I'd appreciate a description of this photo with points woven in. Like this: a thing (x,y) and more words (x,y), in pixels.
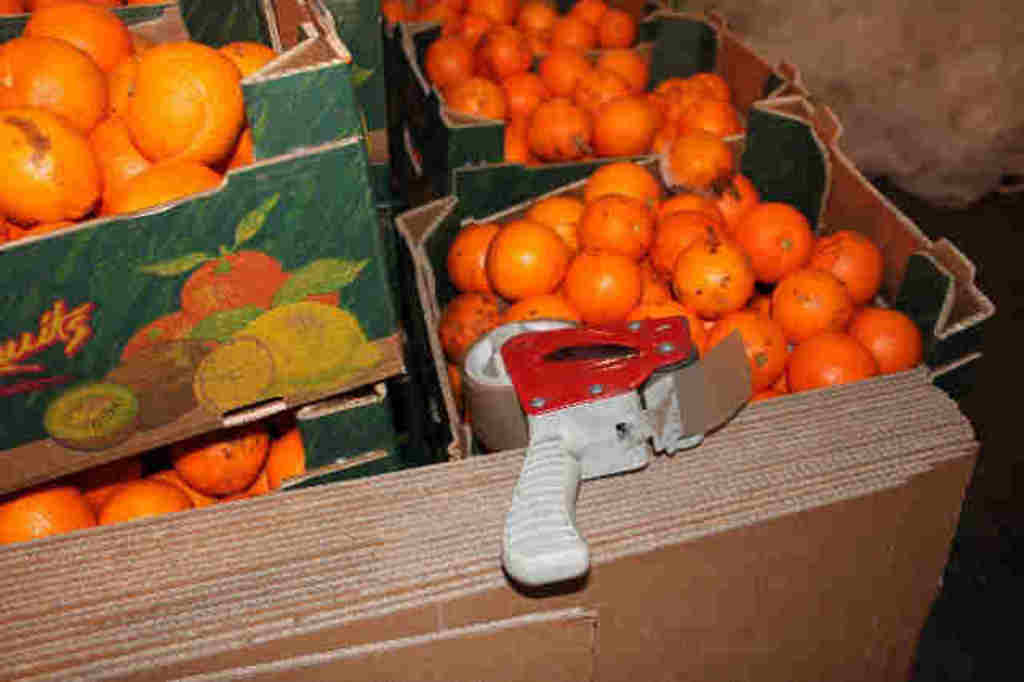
In the image we can see there are many oranges (616,244) kept in the carton (261,284). This is a plaster (478,393) and a machine (604,421).
